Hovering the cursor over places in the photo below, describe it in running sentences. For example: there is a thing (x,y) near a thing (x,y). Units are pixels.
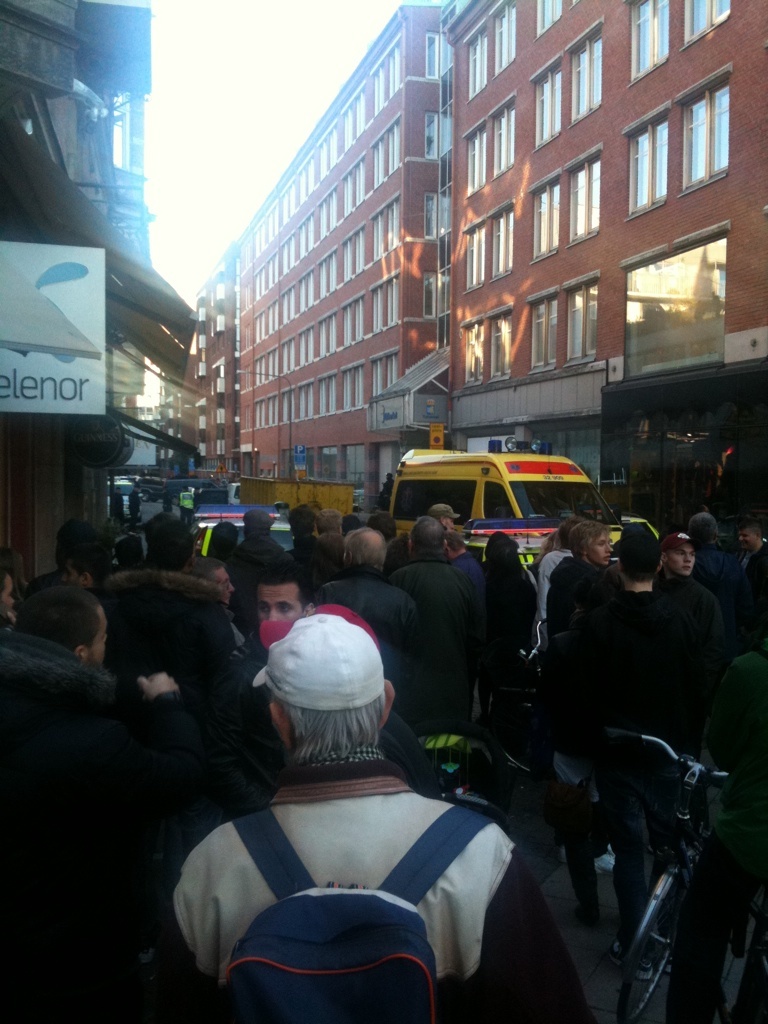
This picture is clicked outside. In the foreground (276,701) we can see the group of people (487,694). On the left corner (22,247) there is a board (45,309) attached to the building (85,181) on which we can see the text (33,386) is printed. In the center (491,492) we can see the vehicles (267,507). In the background (378,13) there is a sky (263,58) and the buildings (391,292).
